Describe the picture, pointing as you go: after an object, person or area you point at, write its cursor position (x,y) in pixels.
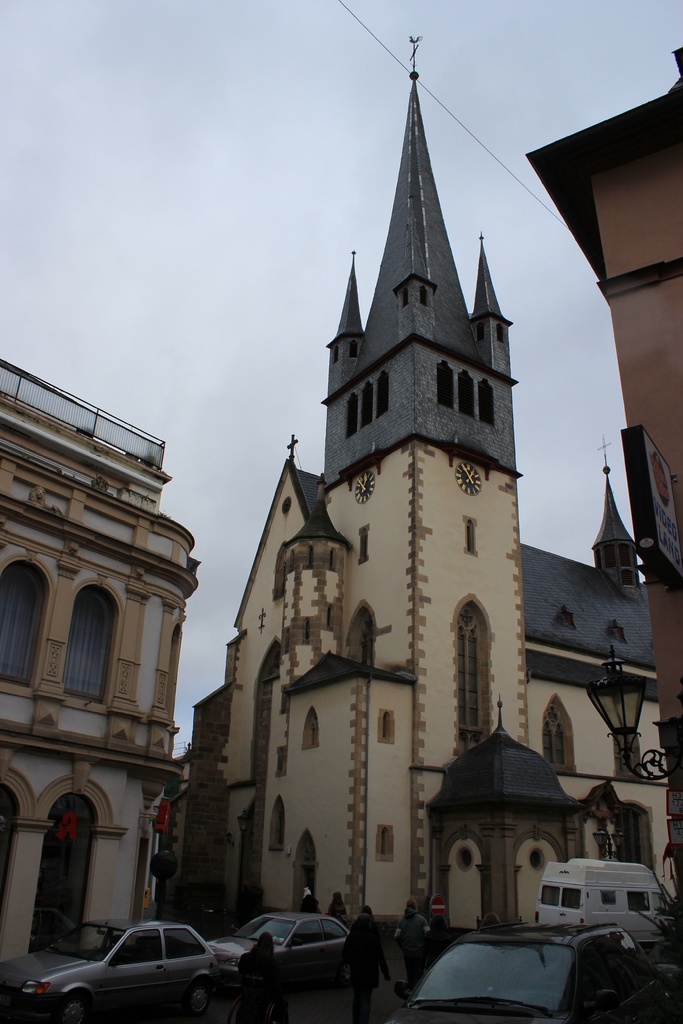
In the foreground of the picture (641,938) there are cars (108,968) and people (361,946). In the center of the picture (304,552) there are buildings (388,625). In the center of the picture (422,464) there is a clock tower (381,479). At the top (361,24) there is a cable wire (547,210). Sky (232,252) is cloudy.
